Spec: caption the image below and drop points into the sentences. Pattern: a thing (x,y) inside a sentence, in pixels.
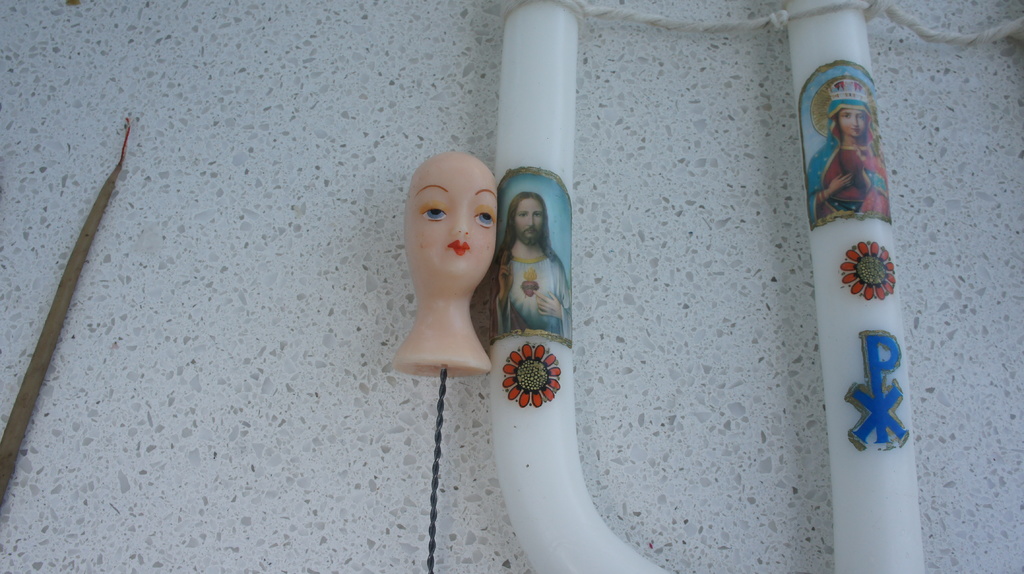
In this picture there is a object (440,229) of a girl (448,220). Beside that there is another object (546,512) where Jesus Christ (541,228) and flower stickers (536,350) were attached to that. At the back side (270,175) there is a marble (219,297).
